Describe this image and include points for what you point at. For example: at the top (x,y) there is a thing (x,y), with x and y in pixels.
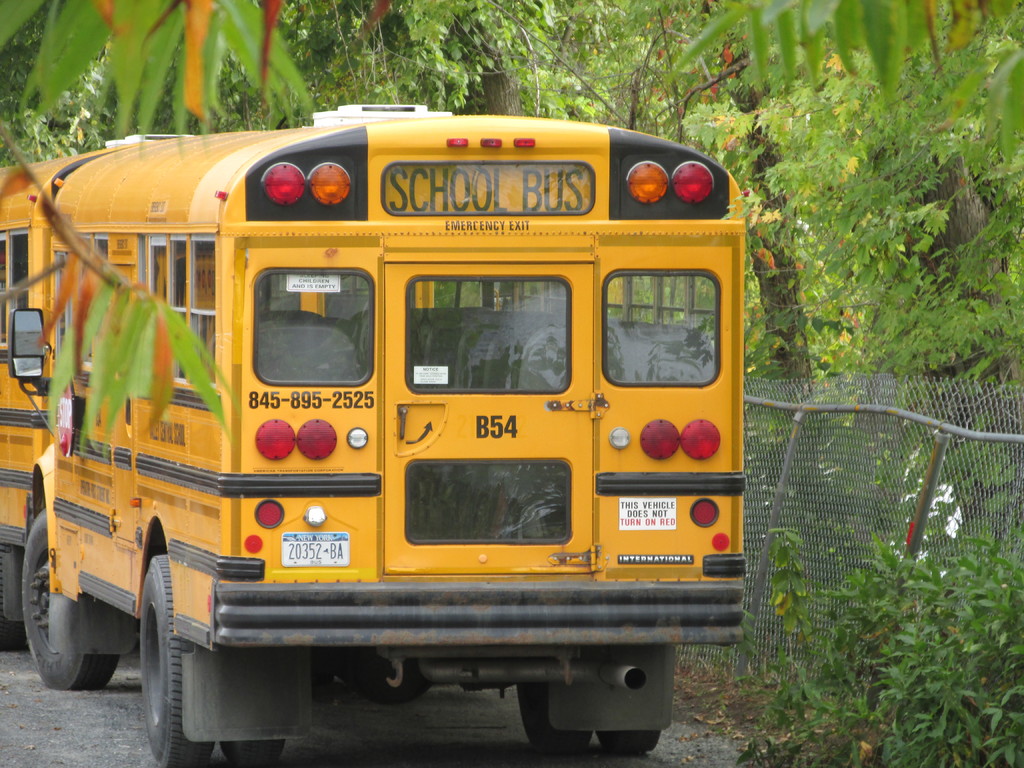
There are yellow color buses (138,209) with light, windows (324,328) and something is written on that. On the right side (844,474) there is a fencing (864,484). Also there are trees (479,105).
